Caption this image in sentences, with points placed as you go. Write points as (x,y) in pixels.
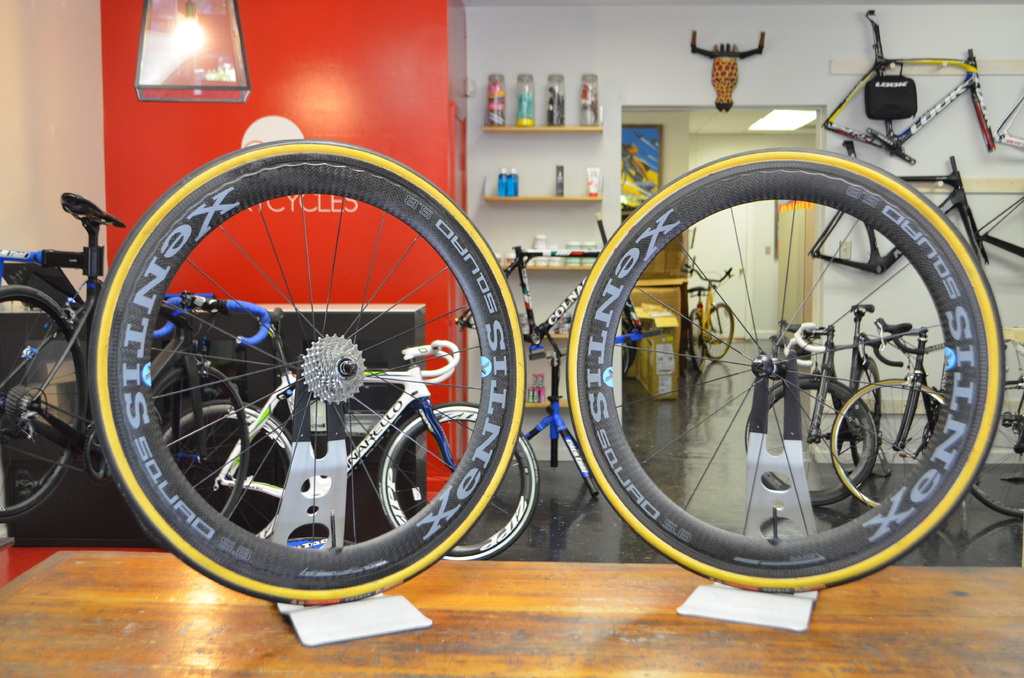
In this image in the middle (600,393), there is a table (549,621) on that there are tires (607,490). In the background (189,425) there are many bicycles (907,432), tires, cycle parts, bottles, shelves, light (187,100), door (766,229) and wall (768,238).
